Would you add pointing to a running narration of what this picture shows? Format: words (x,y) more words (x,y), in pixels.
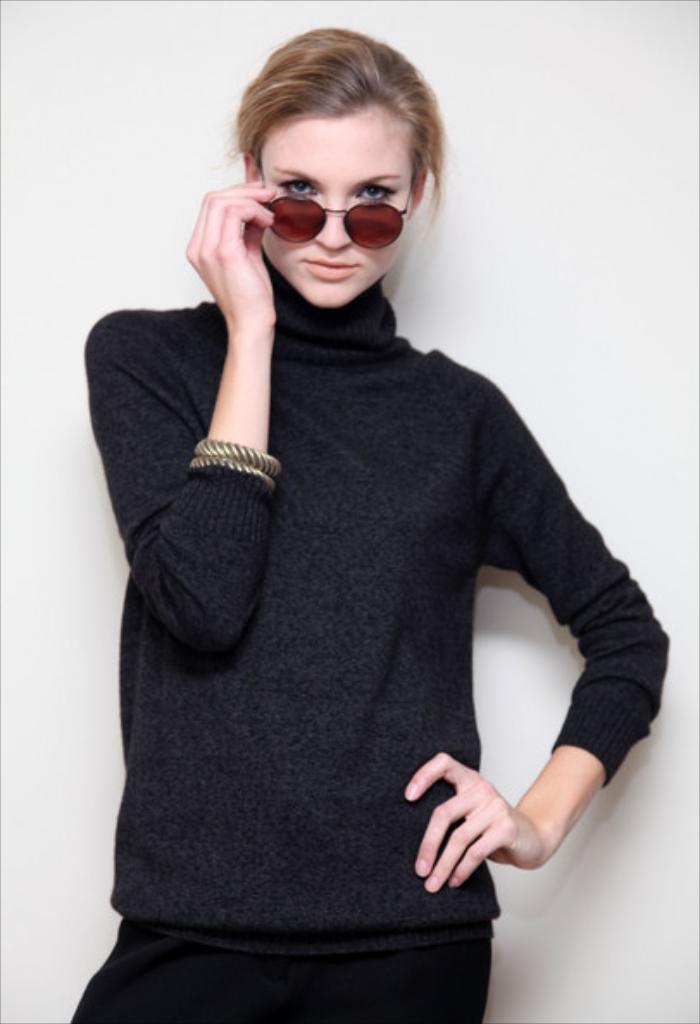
In this image I can see a woman (147,405) is standing in the front (274,395). I can see she is wearing a brown shades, the black dress (325,376) and two bracelets (206,463). In the background (19,566) I can see the wall (263,28).
